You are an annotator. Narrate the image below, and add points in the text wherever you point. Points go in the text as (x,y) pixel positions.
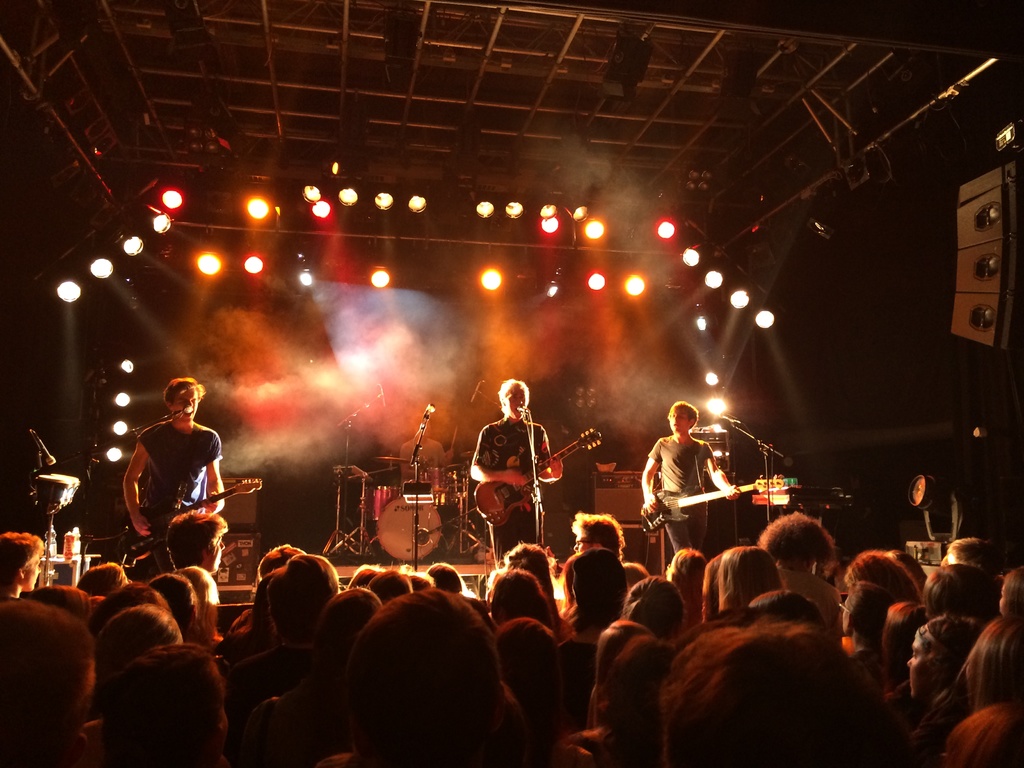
On top (487,206) there are focusing lights (485,282). On this stage (253,587) these three persons (497,546) are playing guitars (496,488) and singing in-front of mic (186,405). Far a person (427,450) is playing these musical instruments (435,477) with sticks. In-front of this stage (352,555) these are audience (743,616).
